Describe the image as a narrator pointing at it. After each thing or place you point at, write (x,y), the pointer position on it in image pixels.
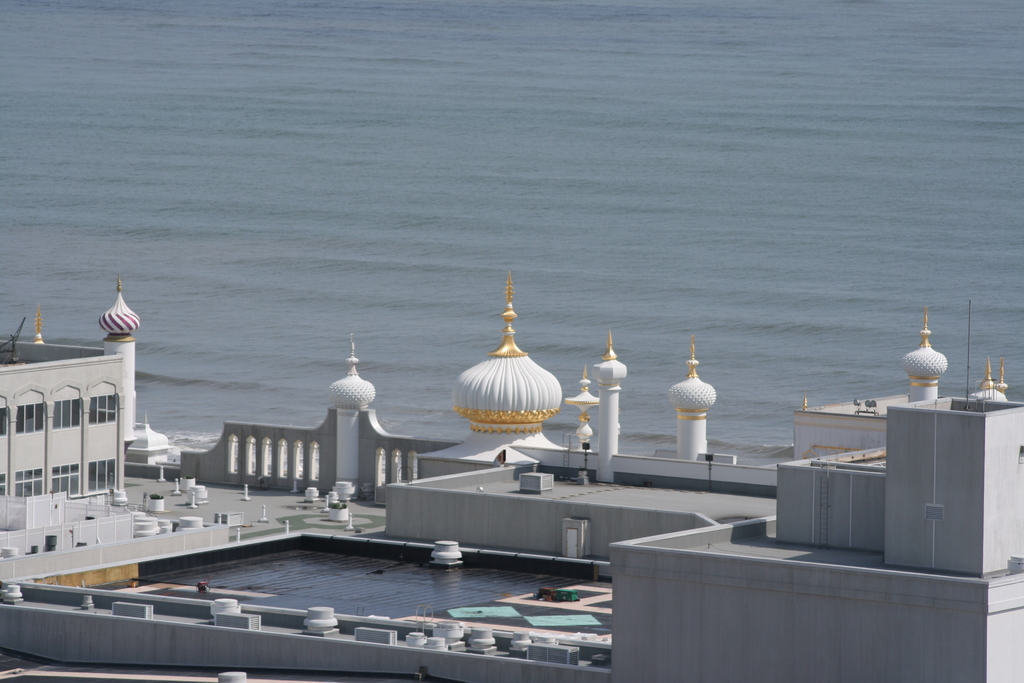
In the image there is a domed building (351,562) standing beside the sea (652,450).
